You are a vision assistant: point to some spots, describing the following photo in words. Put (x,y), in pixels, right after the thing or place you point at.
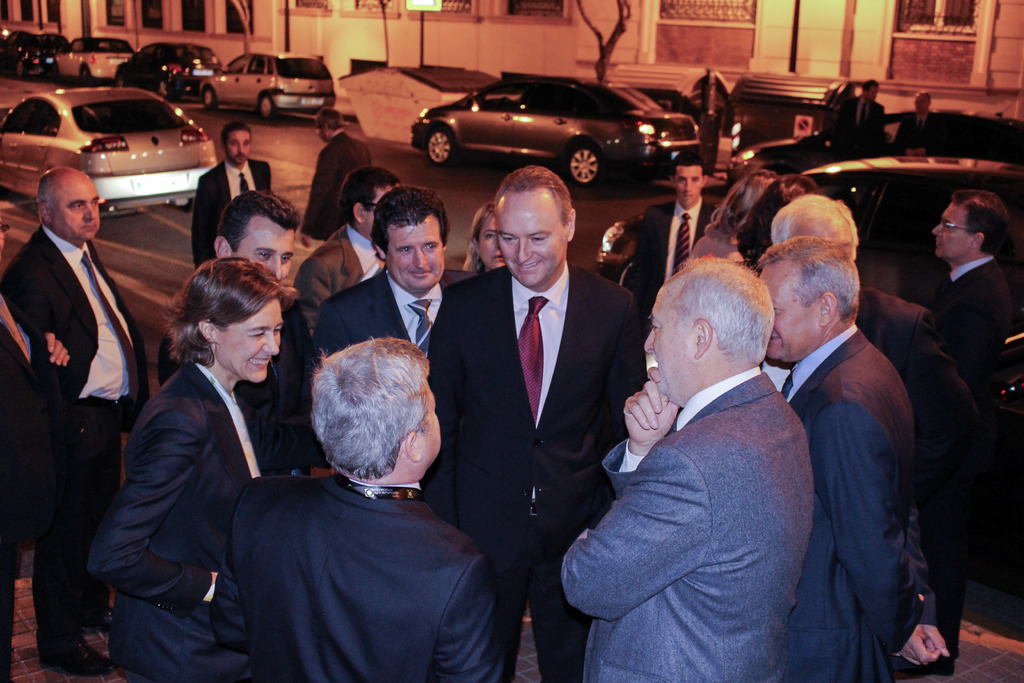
In this image in the foreground (661,312) there is a crowd (786,300) standing on the road (213,115), on the road (192,104) there are few vehicles (506,98), peoples (758,176) visible, at the top (991,50) there are building (659,51), trunk of tree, pole (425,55) visible.
